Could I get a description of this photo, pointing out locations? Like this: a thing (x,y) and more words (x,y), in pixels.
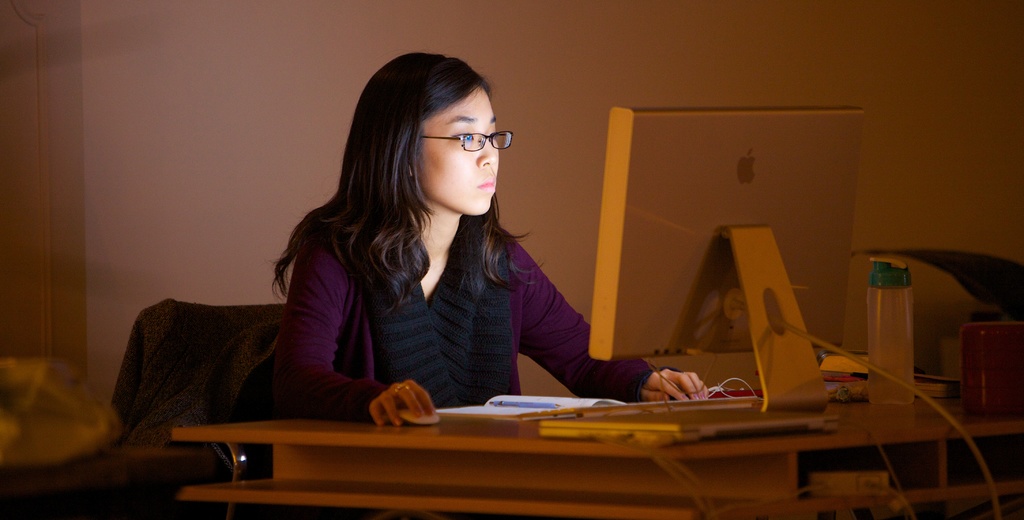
In this image there is a table (606,480) which is in yellow color and on that table (531,427) there is a computer (744,338) and a woman (470,378) sitting in front of the computer (749,321) looking to the computer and there is jacket (210,360) on the chair (219,340) and in the background (143,74) there is a wall (665,54) which is a brown colour.
